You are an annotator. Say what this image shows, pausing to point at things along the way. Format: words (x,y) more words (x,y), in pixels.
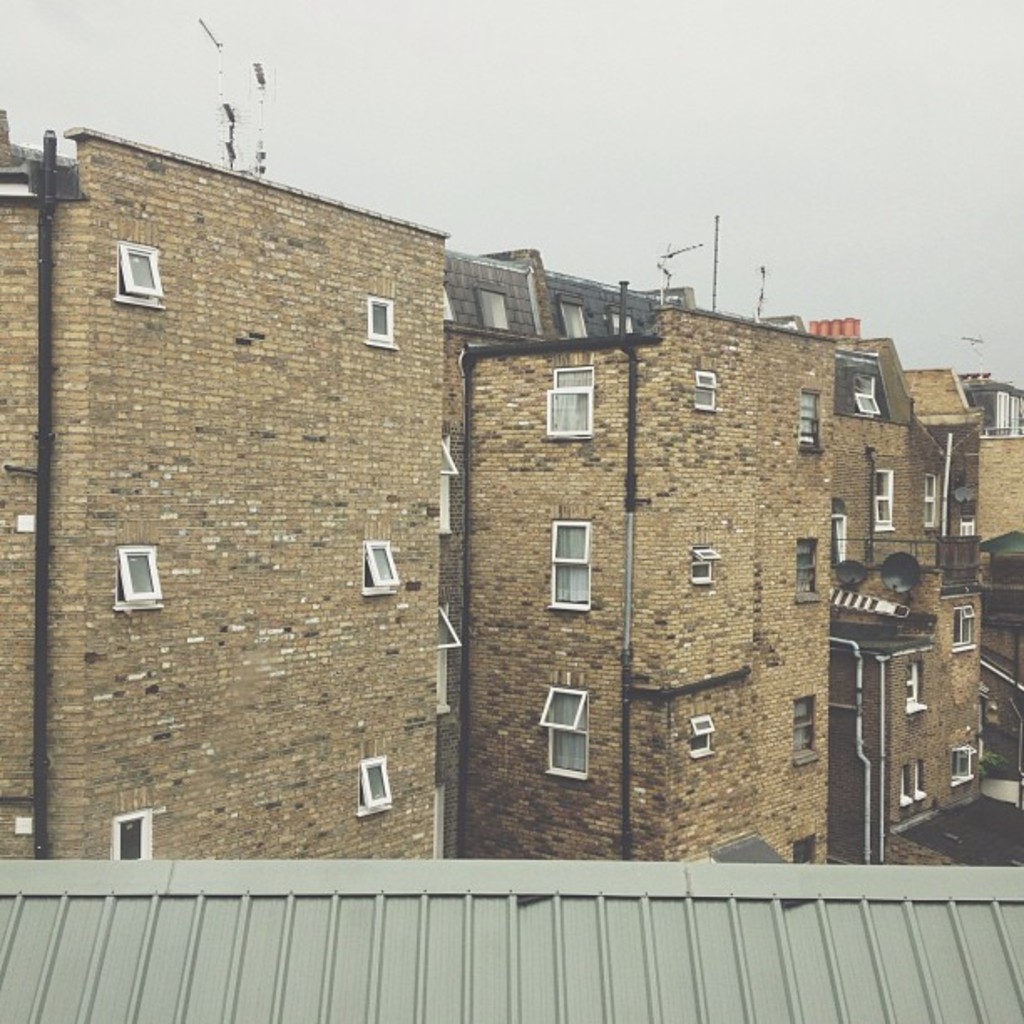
In this picture I can see number of buildings (572,428) and on the top of this picture (664,59) I can see the sky (699,114). On the bottom of this picture (364,908) I can see the roof (334,957) of a building (296,880).
